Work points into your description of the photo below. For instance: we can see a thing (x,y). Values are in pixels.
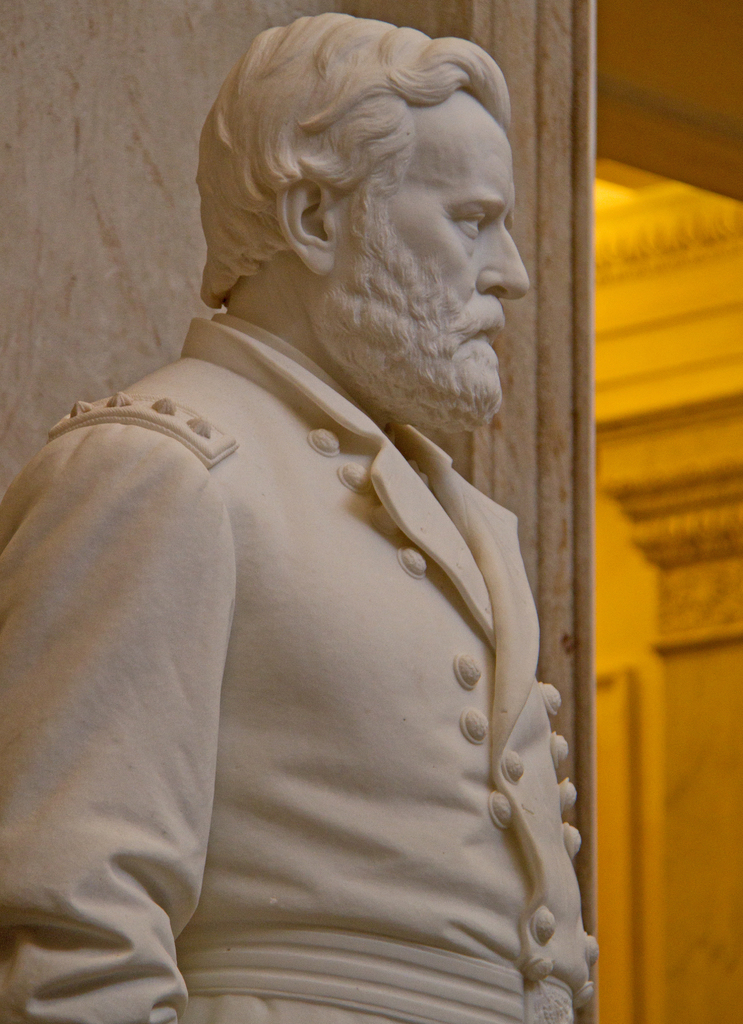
In the image there is a sculpture of a man (365,563) and behind him there is a wall (169,216).
